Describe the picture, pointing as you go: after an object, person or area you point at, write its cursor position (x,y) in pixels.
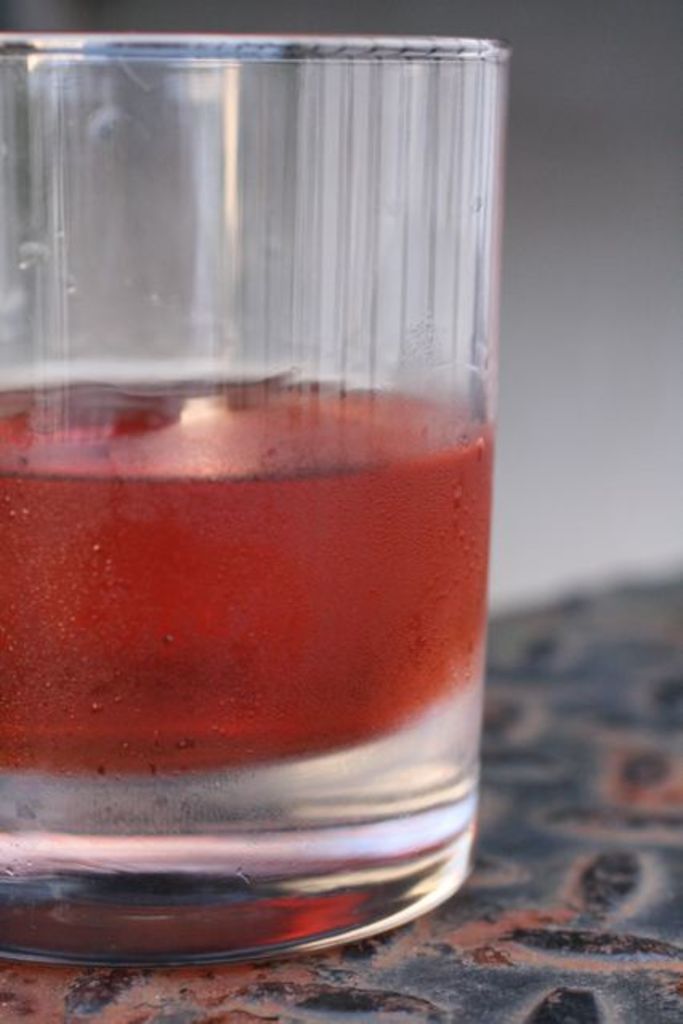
In this image I can see a glass (117,321) in the front (286,763) and in it I can see red colour things (344,743). I can also see this image is little bit blurry in the background (596,433).
